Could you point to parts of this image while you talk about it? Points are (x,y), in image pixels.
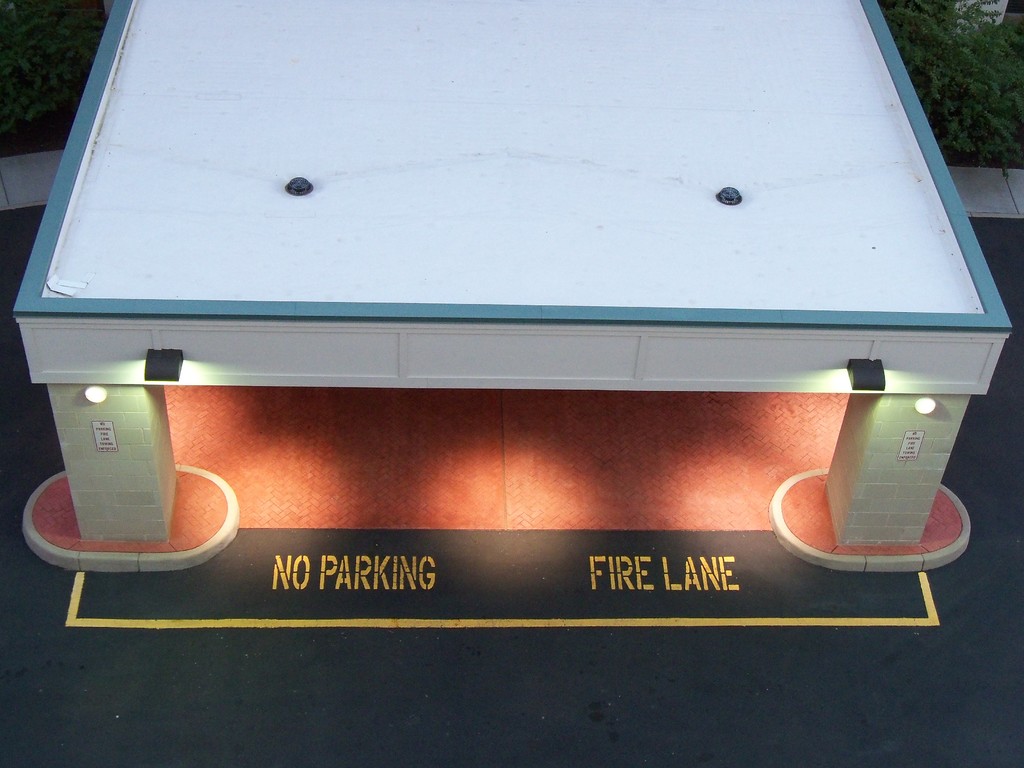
In this image, I can see a roof (248,375) and there are lights (96,394), boards (101,426) to the pillars (114,462). At the bottom of the image (398,561), I can see the words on the ground (593,716). At the top left (60,58) and right corners of the image, there are plants (965,104).
